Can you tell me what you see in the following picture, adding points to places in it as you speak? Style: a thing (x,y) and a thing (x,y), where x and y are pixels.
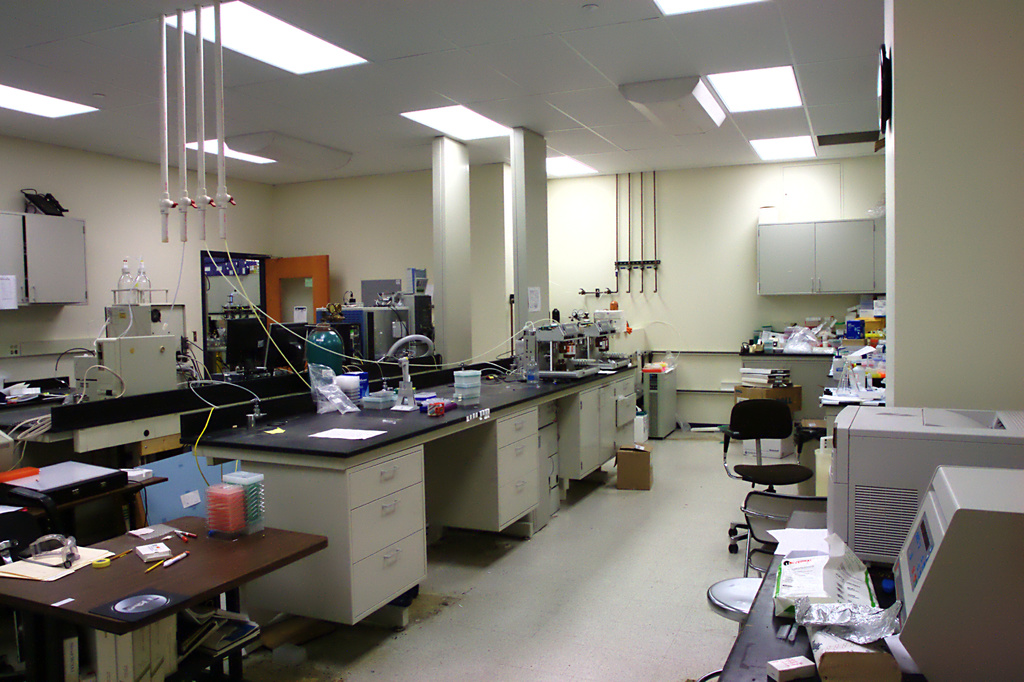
The image is taken in the room (566,253). At the bottom of the image (311,601) there are tables (773,642) and we can see things (535,379) placed on the tables (41,606). In the center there is a chair (740,428). On the left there is a cupboard (50,295). At the top (245,43) there are pipes (180,20) and lights (6,87). In the background (736,279) there is wall (581,272).
